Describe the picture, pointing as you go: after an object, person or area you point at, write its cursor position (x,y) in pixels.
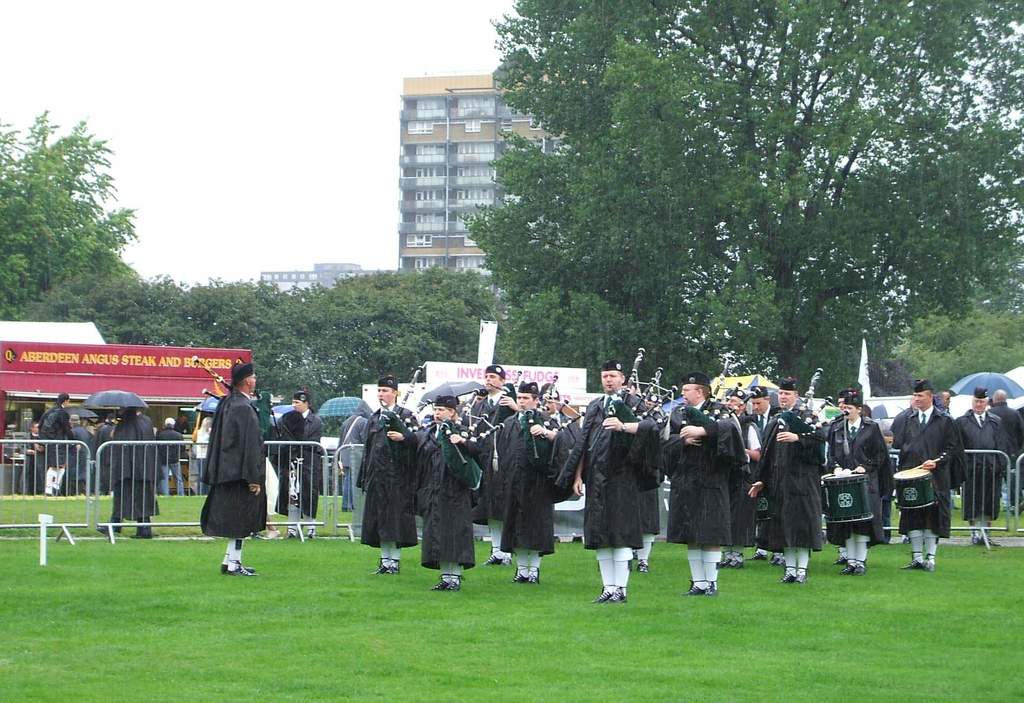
Here in this picture, in the front (381,535) we can see number of people (512,529) wearing a same kind of dress (245,463) and standing on the ground (61,598), which is fully covered with grass (502,569) and we can see they are playing bagpipes (453,447) and drums (904,471) present with them and behind them we can see barricades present and we can see other people (117,453) standing and walking on the ground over there and we can see some people (125,437) are carrying umbrellas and we can also see some stores (83,401) present and in the far we can see plants (764,338) and trees (394,286) covered and we can also see buildings (430,269) present.
